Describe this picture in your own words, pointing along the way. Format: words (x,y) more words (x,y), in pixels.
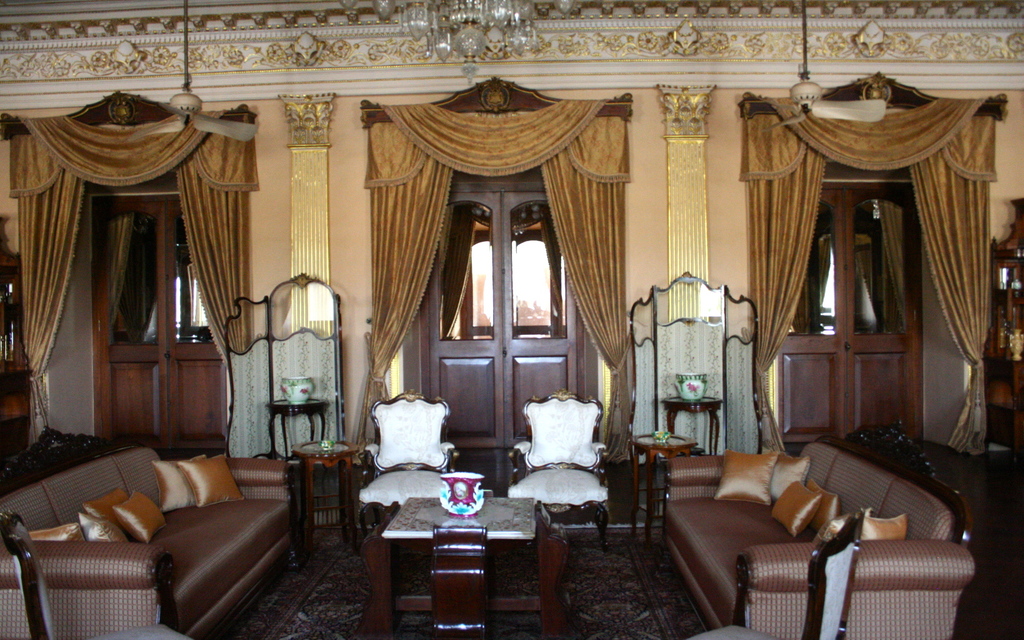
in a room (338,532) there is a table (553,562), sofa (167,546), chairs (547,471), doors (561,350) and curtains (569,200). at the top (473,64) there is a chandelier (454,34).
